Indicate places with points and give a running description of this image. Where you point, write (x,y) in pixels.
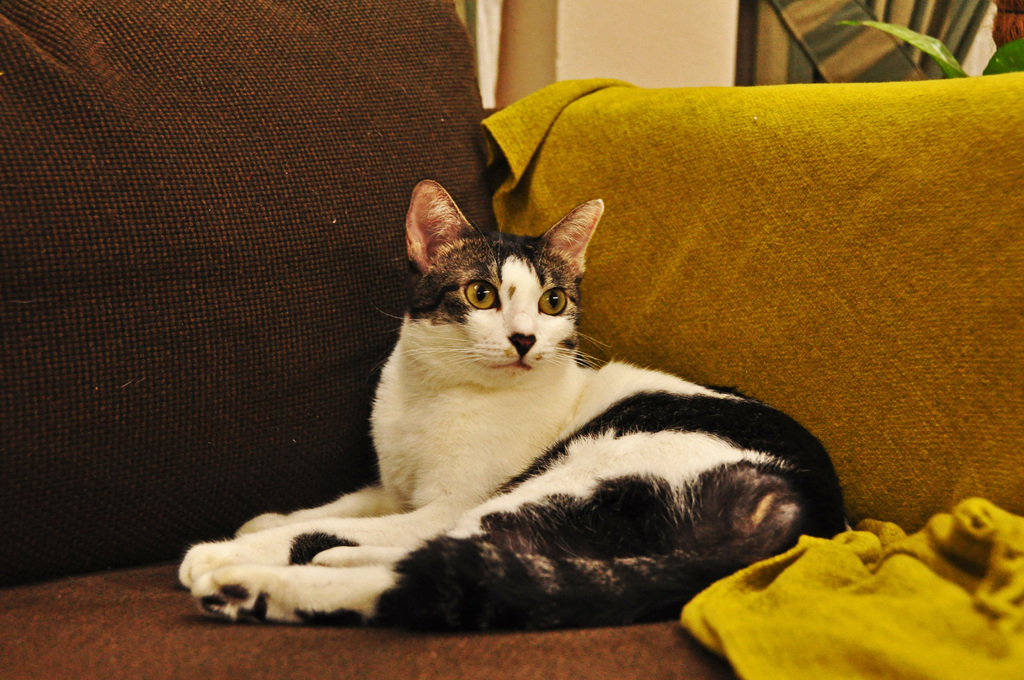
In this image we can see a cat (413,562) is sitting on the sofa (167,196). Here we can see clothes (713,270) on the sofa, plant (1000,71) and the wall (519,47) in the background (587,8).
